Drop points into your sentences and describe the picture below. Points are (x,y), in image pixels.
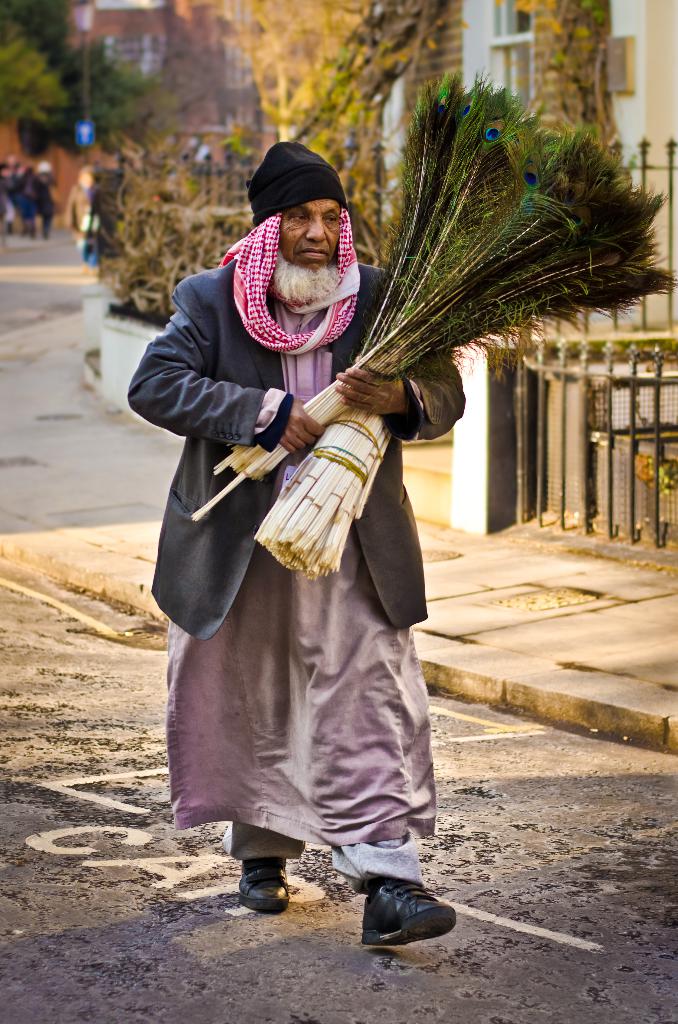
In the center of the image (336,577) we can see one person (367,611) is walking on the road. And he is in a different costume (392,480) and he is holding peacock feathers (317,445). In the background (113,287), we can see buildings (404,135), trees (351,96), fences (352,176), one sign board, few people (94,228) are standing and a few other objects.
